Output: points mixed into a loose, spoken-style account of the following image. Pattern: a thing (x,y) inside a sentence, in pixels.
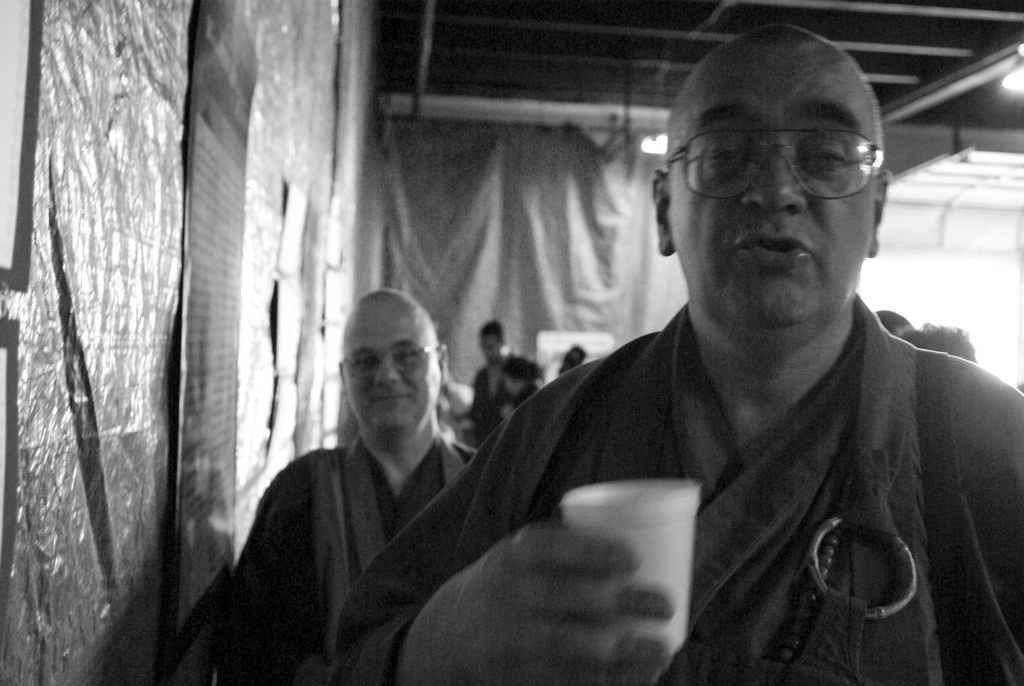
In this picture we can see a group of persons (884,365), one person (856,445) is holding a glass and in the background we can see a roof (1018,35), lights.
